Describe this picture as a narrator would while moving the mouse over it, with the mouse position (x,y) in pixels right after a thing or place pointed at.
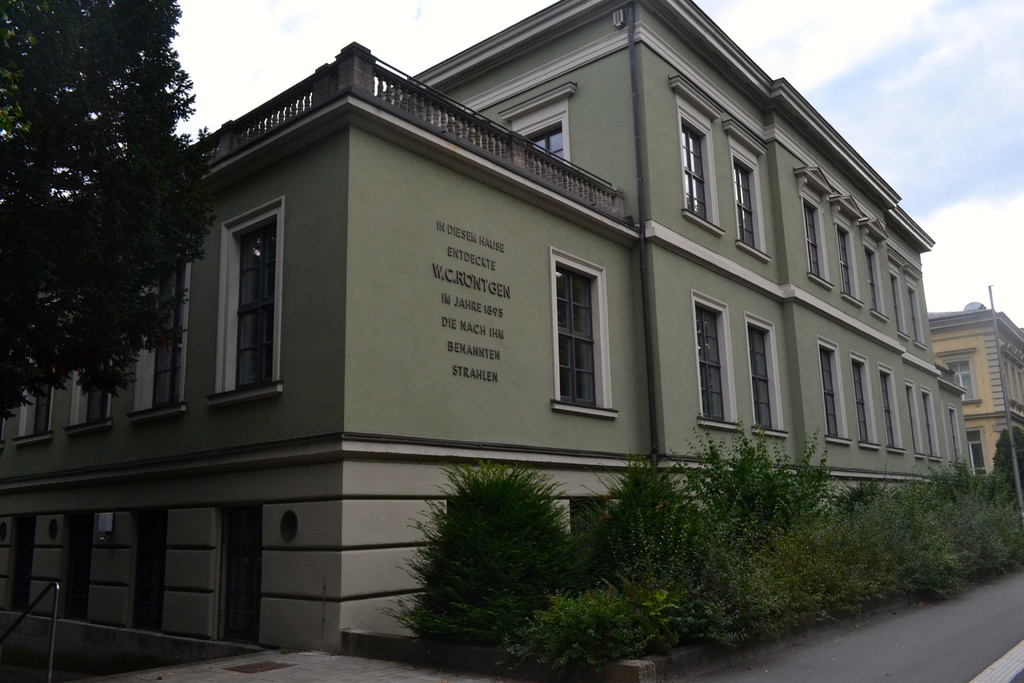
In this image there is the sky (827,47) towards the top of the image (910,70), there are clouds (911,72) in the sky (918,84), there are buildings (661,370), there is text (452,324) on the buildings (459,248), there are windows (711,367), there is a pole (1005,388) towards the right of the image (1005,401), there are plants (826,526) towards the right of the image (700,592), there is a tree (119,283) towards the left of the image (23,79), there is road (768,674) towards the bottom of the image (686,678), there is an object (55,611) towards the bottom of the image (51,627).
